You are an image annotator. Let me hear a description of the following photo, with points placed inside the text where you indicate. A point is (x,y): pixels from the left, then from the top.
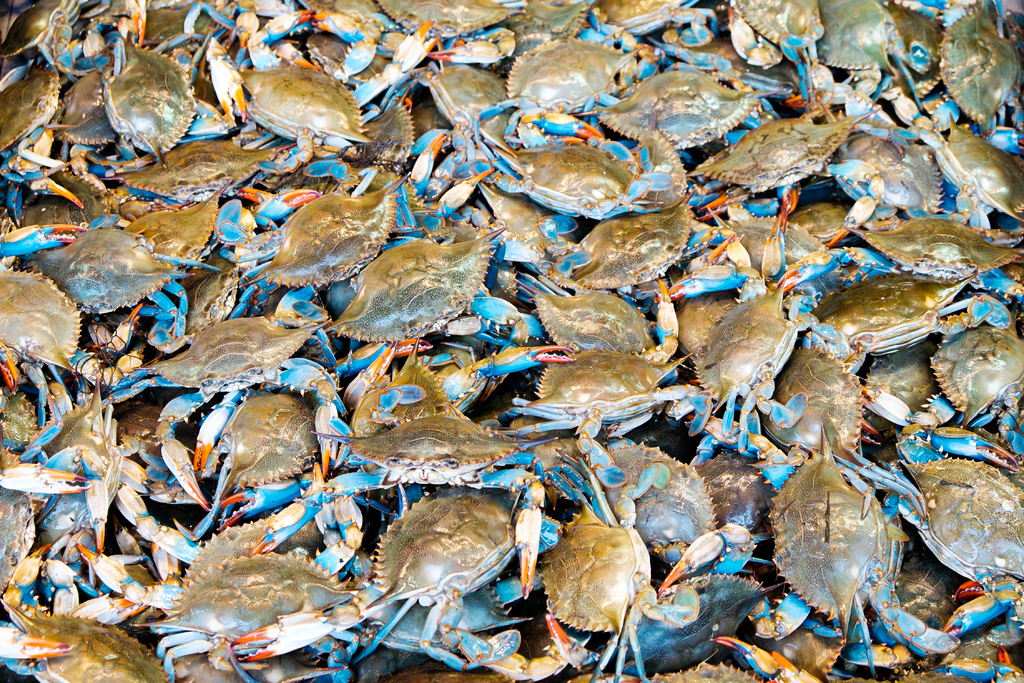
In this image there are crabs (395,266).
